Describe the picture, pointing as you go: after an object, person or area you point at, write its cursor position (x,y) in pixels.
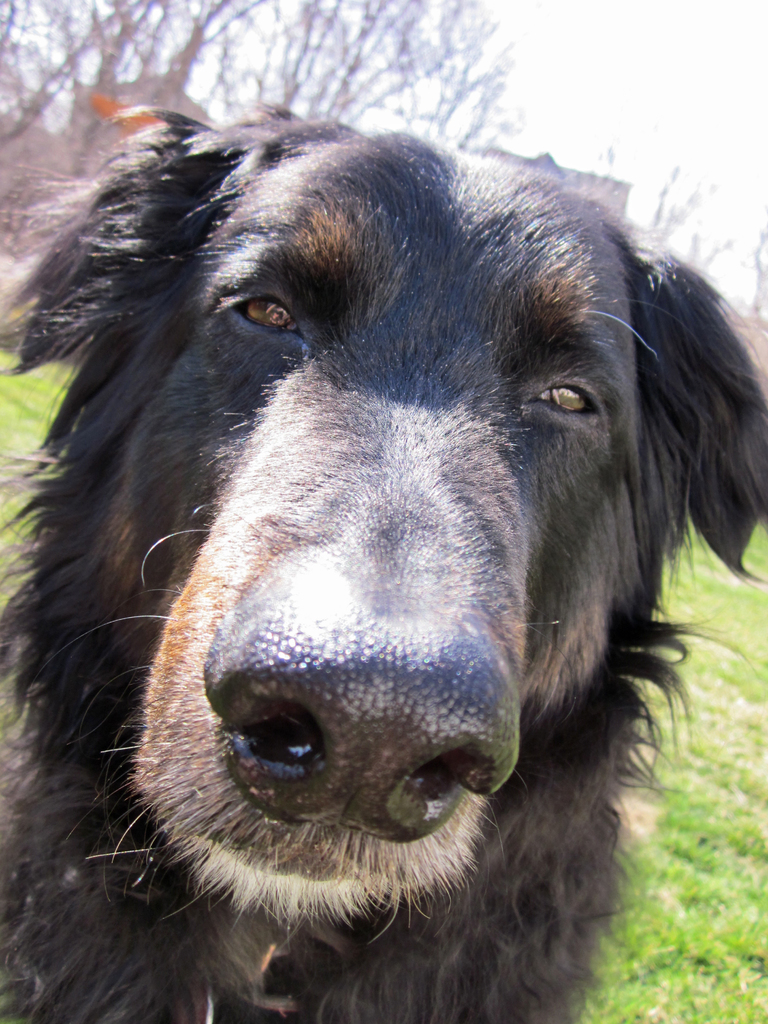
This image is taken outdoors. In the background (83,129) there are two houses (596,185) and there are a few trees (121,86). At the bottom of the image (696,972) there is a ground (706,973) with grass (727,685) on it. In the middle of the image (335,461) there is a dog (301,615) which is black in color.
